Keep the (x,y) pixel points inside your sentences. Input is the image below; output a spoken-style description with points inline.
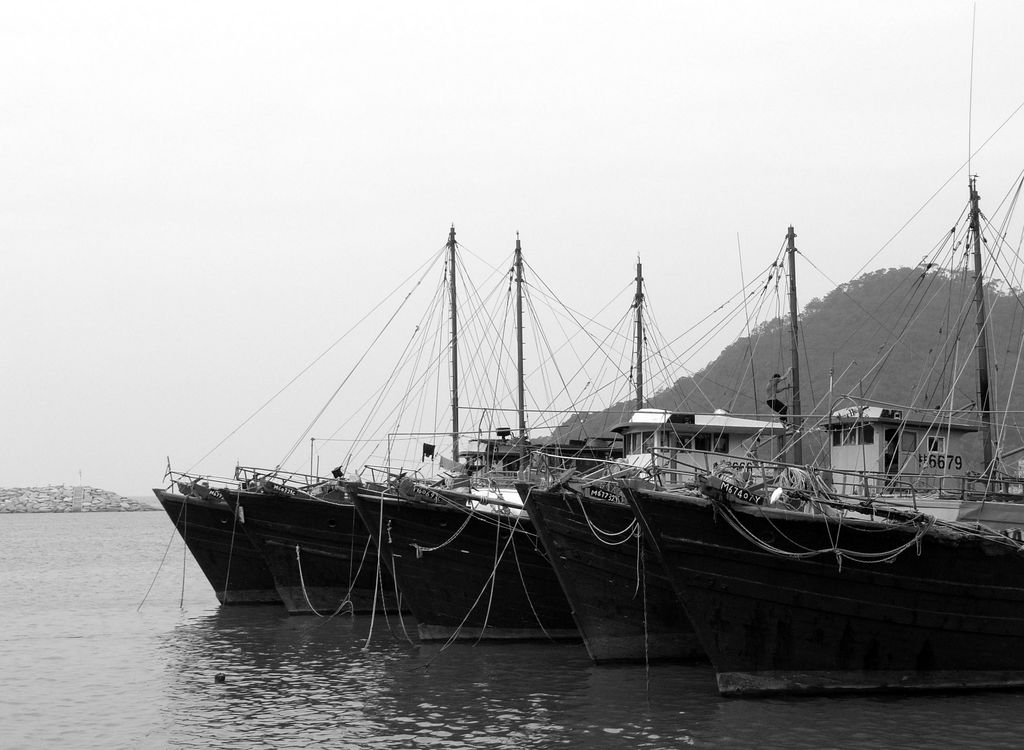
This is a black and white image and here we can see ships (519,485), sheds (650,420), stones (56,496) and there is a hill (881,293) and trees (875,336). At the bottom (313,679), there is water (328,676) and at the top (285,120), there is sky (321,60).
